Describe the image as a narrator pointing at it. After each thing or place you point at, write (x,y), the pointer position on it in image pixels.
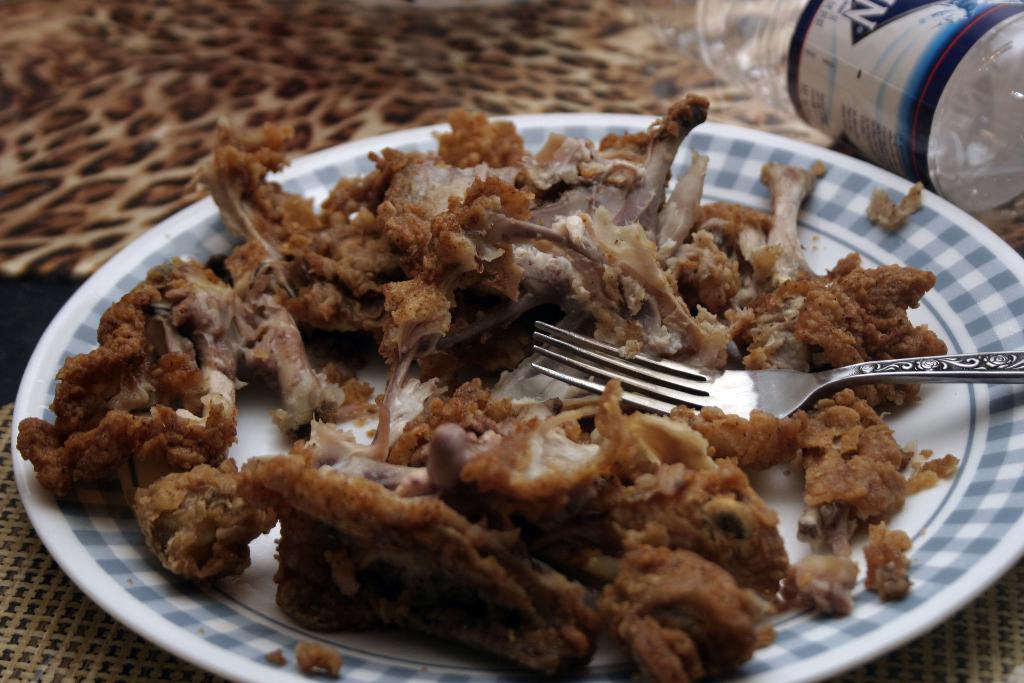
In this image I can see a plate (960,425) in which fork (760,372), meat items (717,365) are there and a bottle (805,109) may be kept on the table (214,63). This image is taken may be in a room (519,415).
